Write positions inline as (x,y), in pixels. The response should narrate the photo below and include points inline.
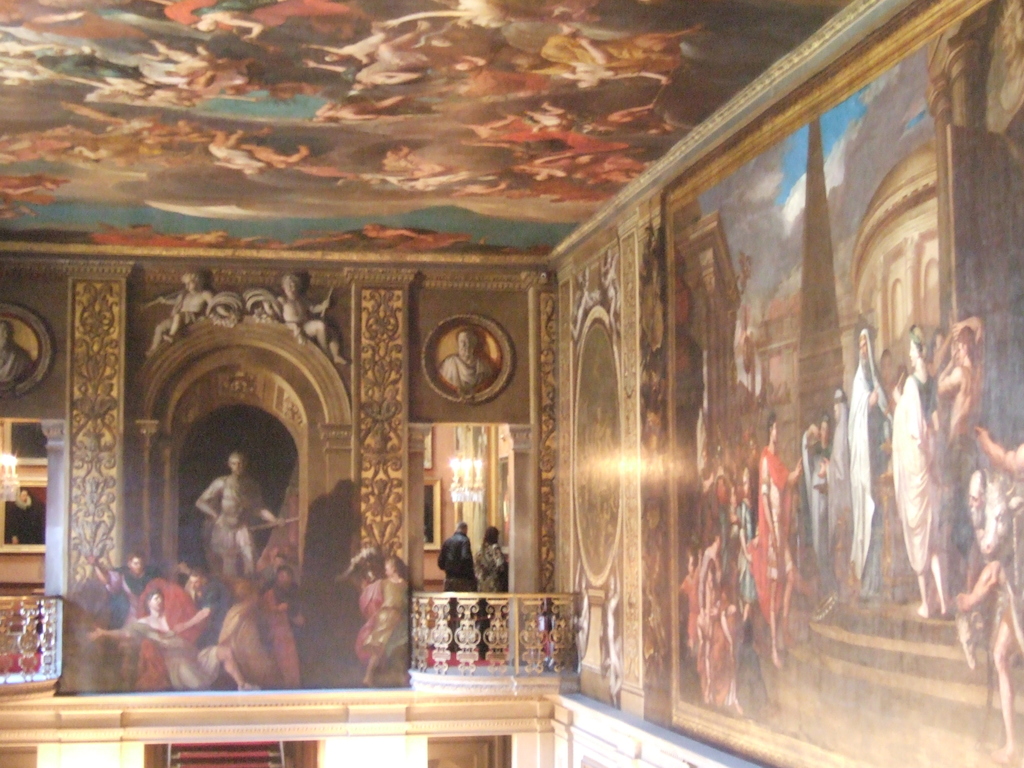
In this image we can see a building (246,424), there are paintings (286,446) on a wall (86,326), there are persons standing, there is a fencing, there are lights (459,462), and a wall (429,470) and photo frame (425,503) on it.
